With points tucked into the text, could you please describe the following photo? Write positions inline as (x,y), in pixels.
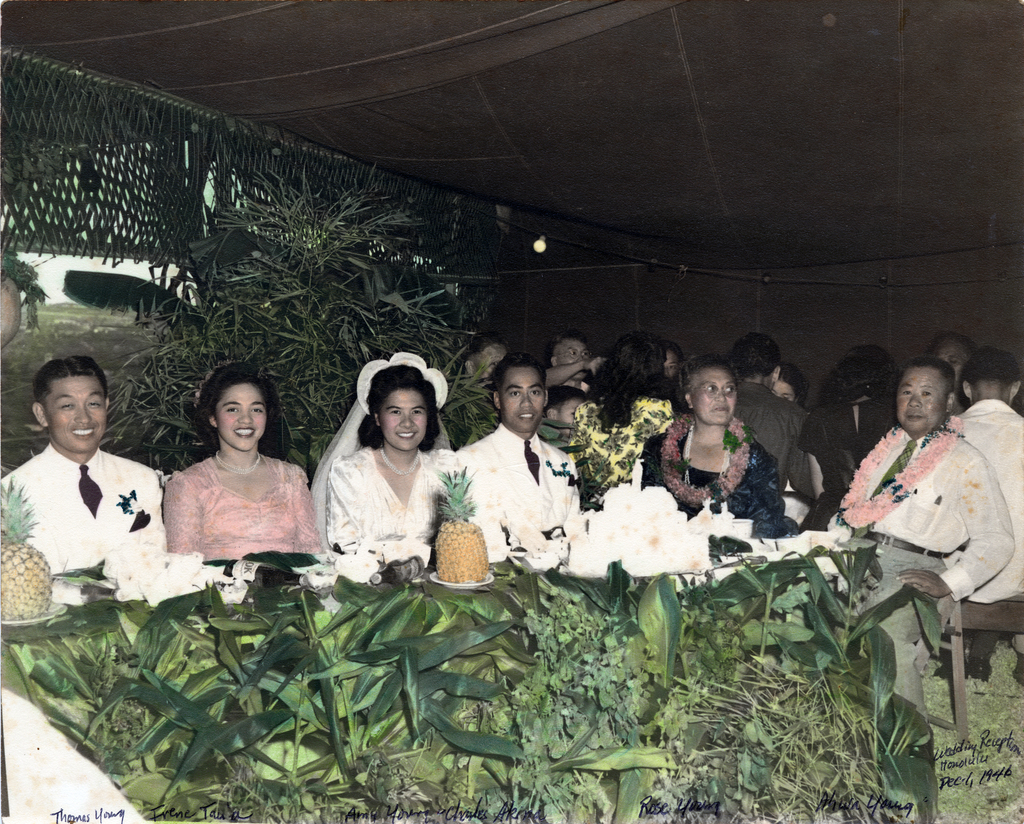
In this image there is a table (843,730), on that table (671,799) there is a food item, in the background (341,316) there are people (737,511) sitting on chairs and there are trees (292,317), at the top (340,33) there is a roof (890,123), on the bottom right (956,776) is some text (961,755), on the bottom left (117,817) is some text (167,817).
